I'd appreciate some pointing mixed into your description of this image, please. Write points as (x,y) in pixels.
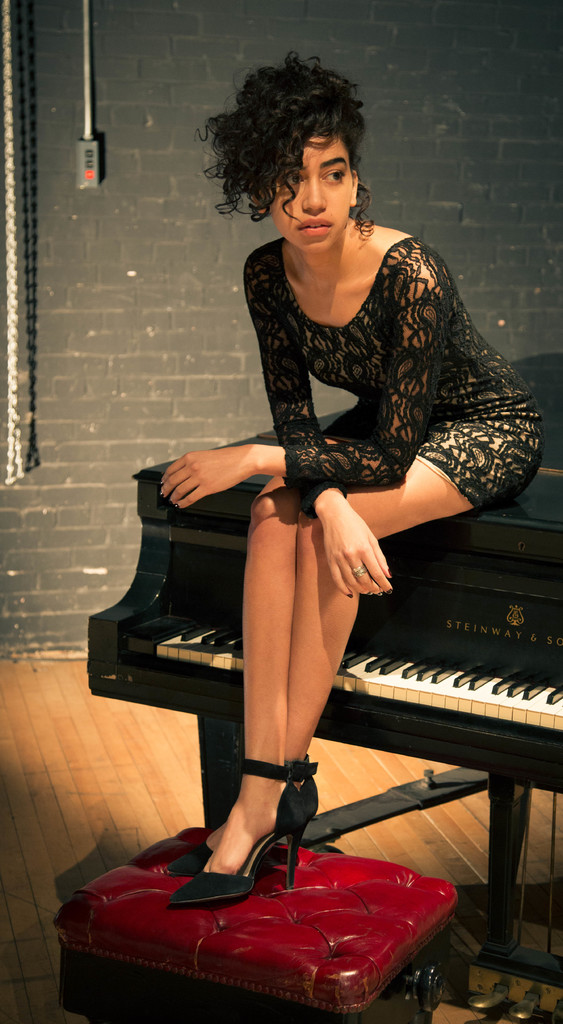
In this image I see a woman (316,345) who is sitting on the keyboard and there is a stool (331,914) over here, In the background (11,13) I see the wall (20,509) and she is wearing a black dress (501,452).
